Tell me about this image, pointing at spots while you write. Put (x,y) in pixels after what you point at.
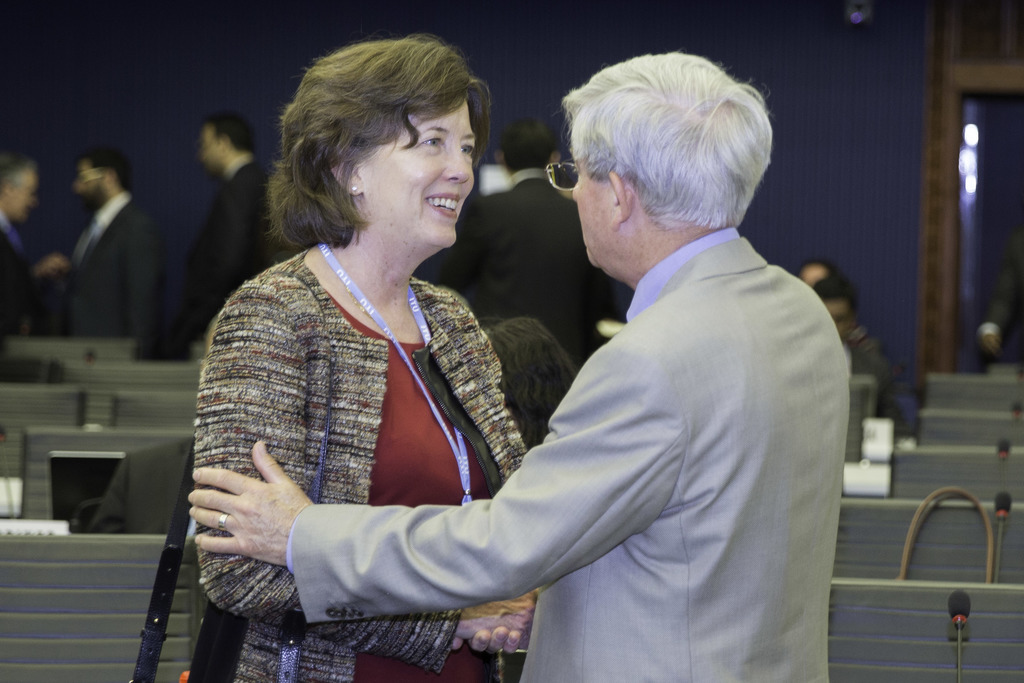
In this picture we can see a man (504,511) holding a woman (313,648). There is a laptop (71,518) on the table (128,590). We can see few mics (1016,412) on the right side (1001,445). Few people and some lights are visible in the background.
